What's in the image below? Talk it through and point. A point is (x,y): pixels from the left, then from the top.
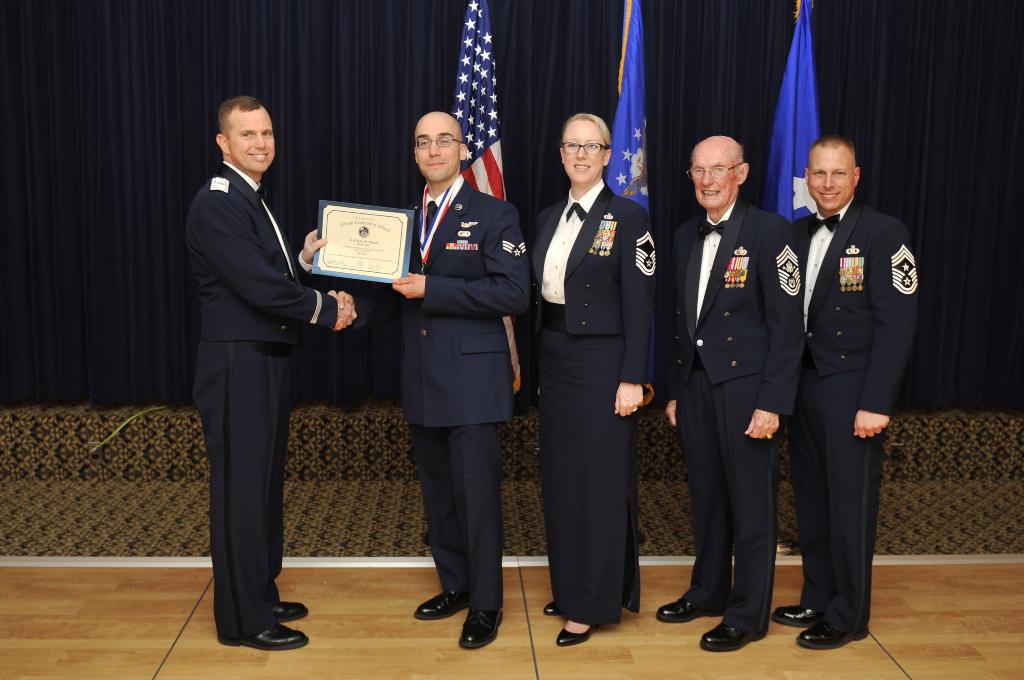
In this image there are a few people (486,365) standing with a smile on their face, one of them (271,305) is holding a memento (335,251) and giving to the other person (492,338), behind them there are flags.
